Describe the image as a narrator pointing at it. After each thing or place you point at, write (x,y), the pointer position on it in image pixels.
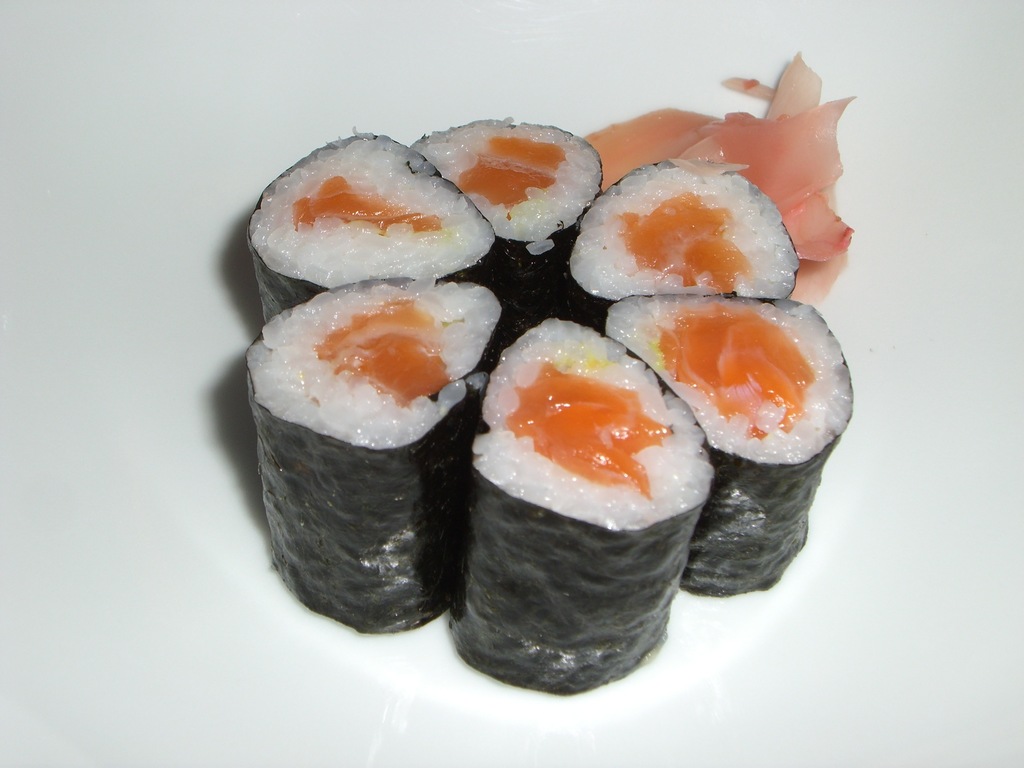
In this picture we can see sushi (546,333) kept on a white plate (806,661). It is stuffed with rice (337,387) and meat (433,374).
